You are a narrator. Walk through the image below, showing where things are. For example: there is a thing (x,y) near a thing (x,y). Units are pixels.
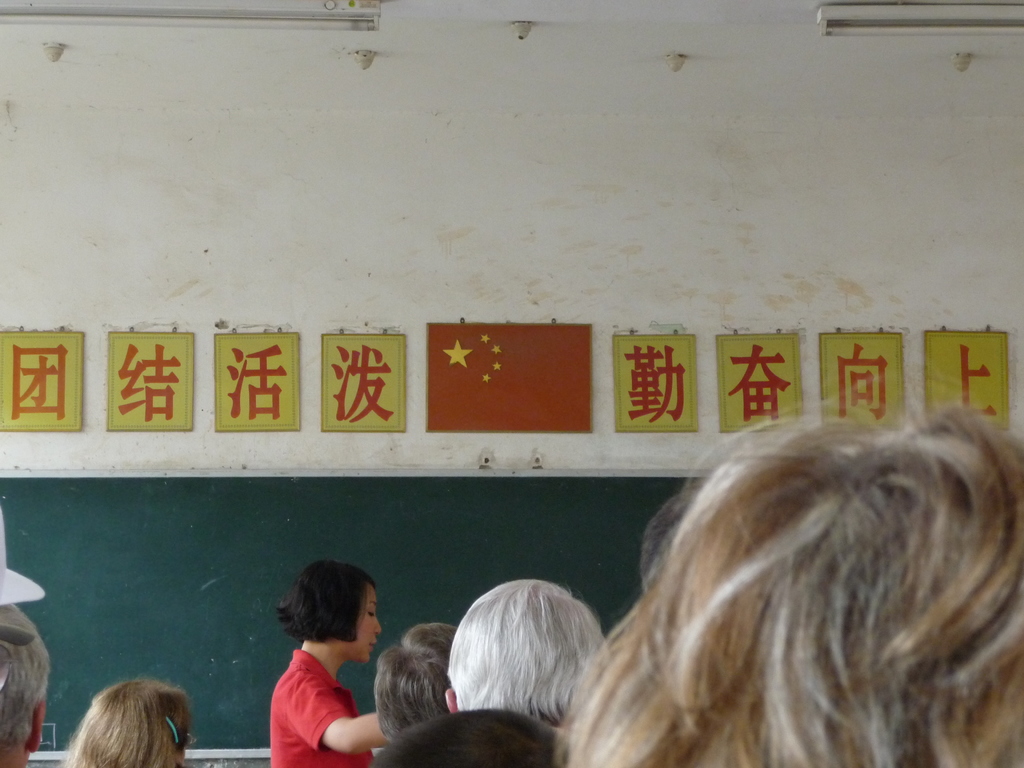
At the bottom of the picture (546,682), we see the group of people (575,687). Behind them, we see a board (203,580) in green color. In the middle of the picture (368,372), we see the boards (472,401) in yellow and brown color are placed on the white wall (518,319). At the top (886,7), we see the tube lights (1006,30).
